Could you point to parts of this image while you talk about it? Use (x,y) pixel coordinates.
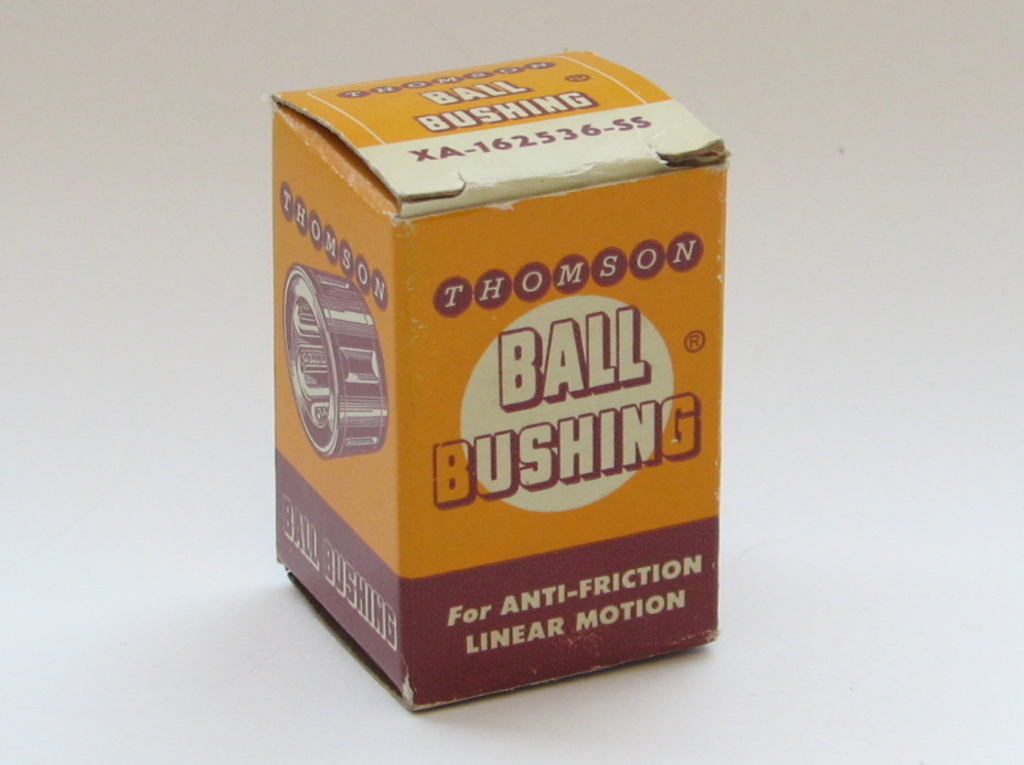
In this image I can see a box (430,495) is on the white surface (614,754). Something is written on the box (479,402).
